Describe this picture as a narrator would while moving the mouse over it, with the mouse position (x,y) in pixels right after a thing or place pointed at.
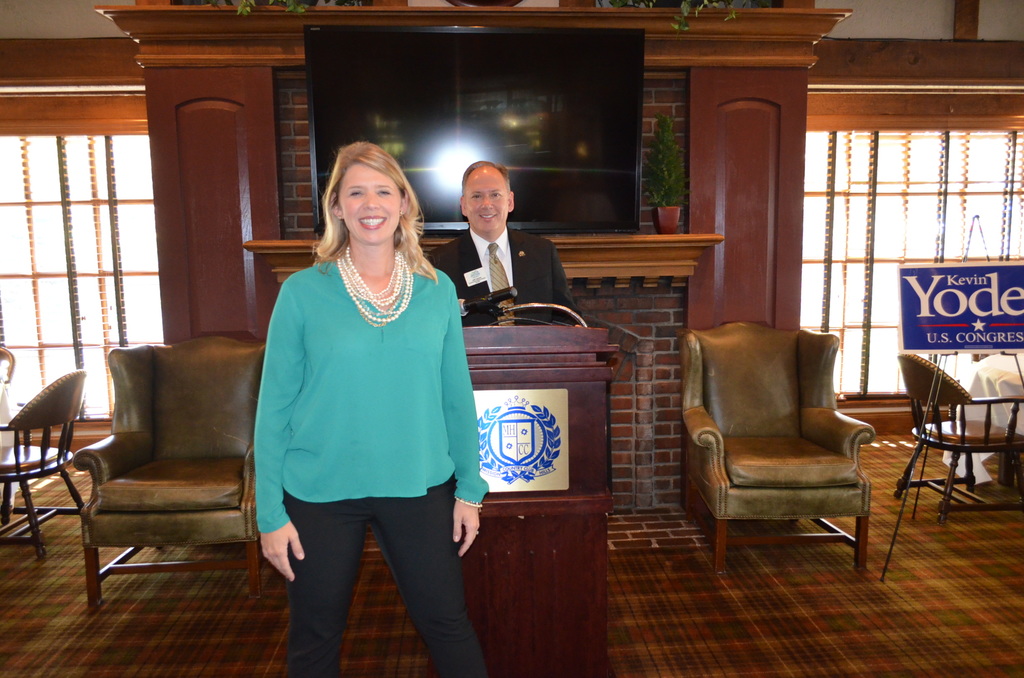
Front this woman (431,438) is standing and holds a smile. Backside of this woman (360,445) there is a podium (511,470). This man (498,287) is standing back side of this podium (544,395). On this podium (486,401) there is a mic (501,299). On this table (659,243) there is a plant (664,203) and television (550,106). We can able to see chairs (155,438).
